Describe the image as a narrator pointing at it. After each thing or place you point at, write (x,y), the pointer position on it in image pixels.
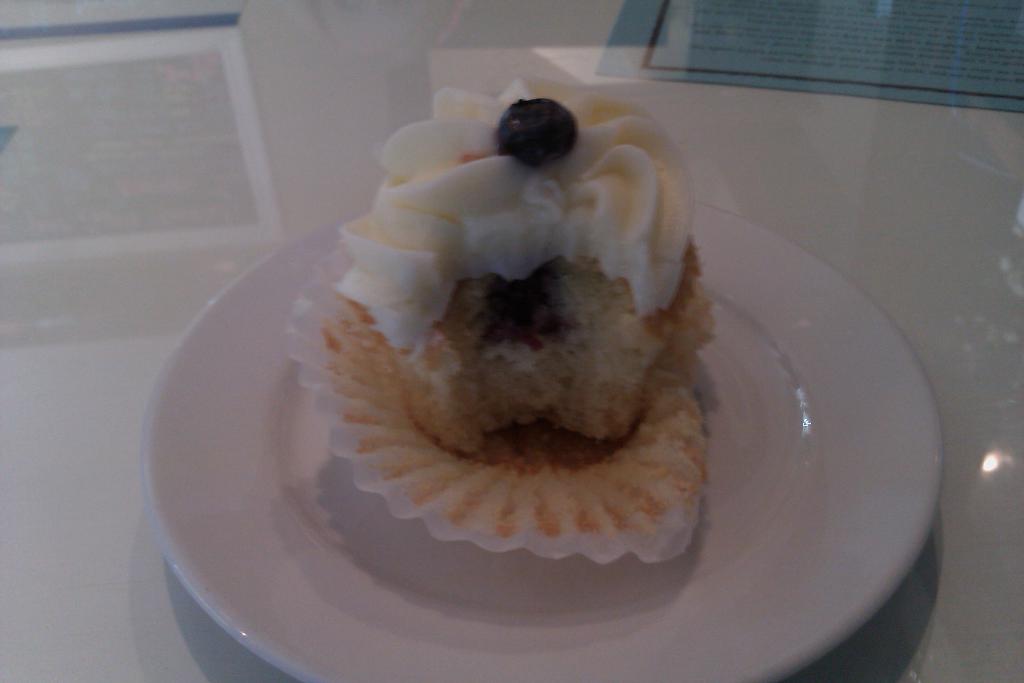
In this image I can see a food (561,388) on the white color plate (857,549). The plate (807,571) is on the white surface (872,229) and Back I can see the blue paper (897,64).
